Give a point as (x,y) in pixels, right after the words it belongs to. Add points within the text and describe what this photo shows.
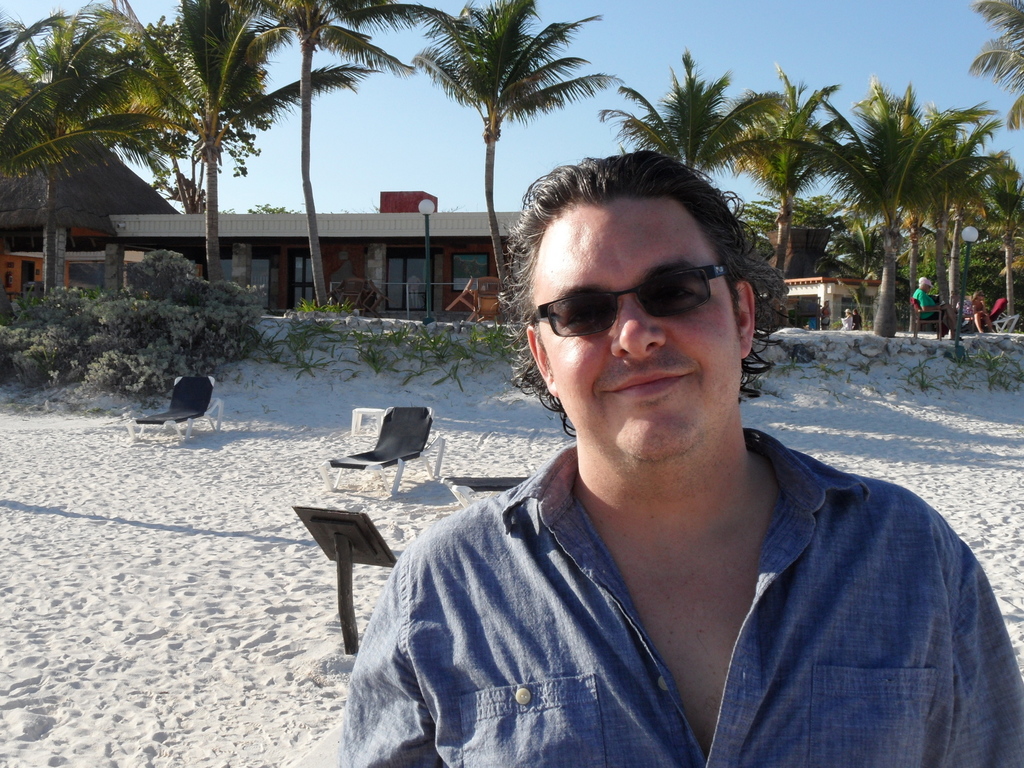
Here, we can see a man (789,570) standing and he is wearing specs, there are some chairs (382,458) and we can see some plants (234,302) and trees (921,164), there is a house (407,229), at the top (438,196) there is a blue sky (813,27).
